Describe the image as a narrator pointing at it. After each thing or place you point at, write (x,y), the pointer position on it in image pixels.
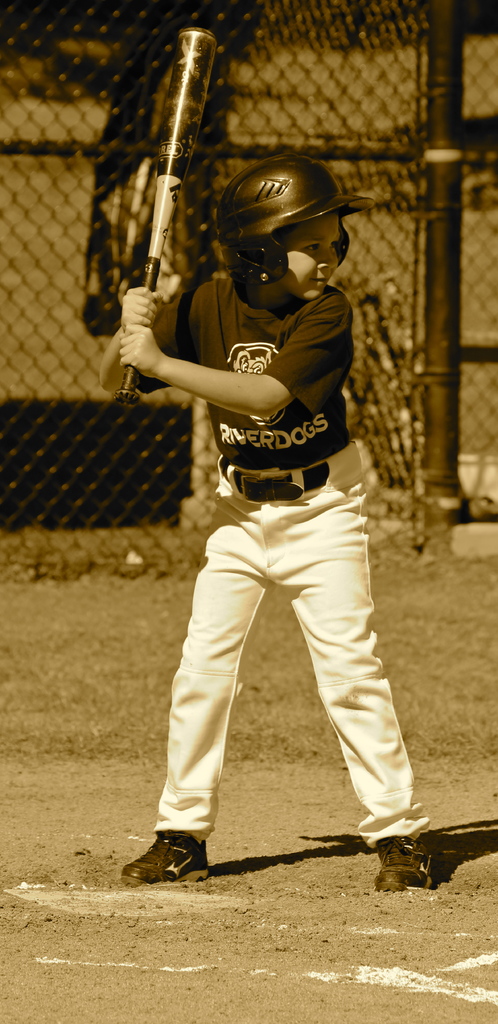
In this image I can see a person (134,337) standing holding a bat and the person (363,476) is wearing black shirt (287,421), white pant (370,577). Background (83,49) I can see the railing (390,174).
